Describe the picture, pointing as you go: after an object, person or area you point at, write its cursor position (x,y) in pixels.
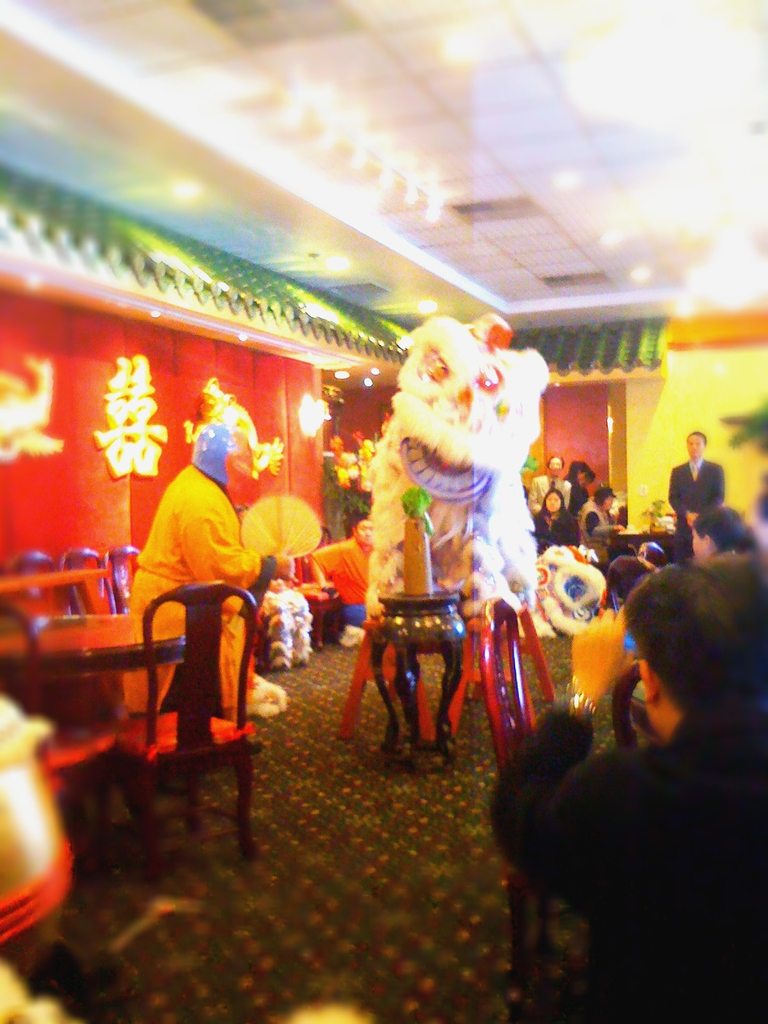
In this image we can see some people (491,488) wearing the costumes (478,480) standing on the floor (303,678). In that a person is holding a hand fan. We can also see some chairs (216,659), tables (394,628), a group of people (649,745) sitting and a doll (577,604) on the floor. On the right side (688,563) we can see some people (710,490) standing. We can also see some text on a wall (15,544) and some ceiling lights (765,284) to a roof (658,189).
